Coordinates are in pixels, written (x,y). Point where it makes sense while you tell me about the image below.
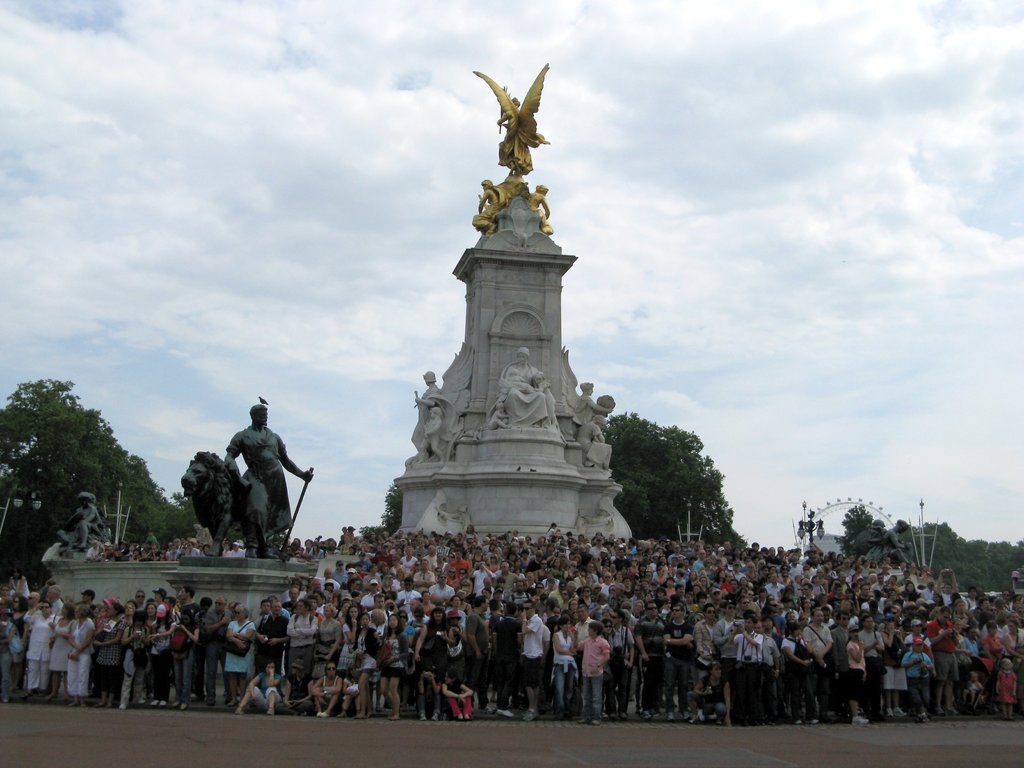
In the given image i can see a sculptures (489,460), people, trees (14,483), light poles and in the background (405,57) i can see the sky (345,112).
